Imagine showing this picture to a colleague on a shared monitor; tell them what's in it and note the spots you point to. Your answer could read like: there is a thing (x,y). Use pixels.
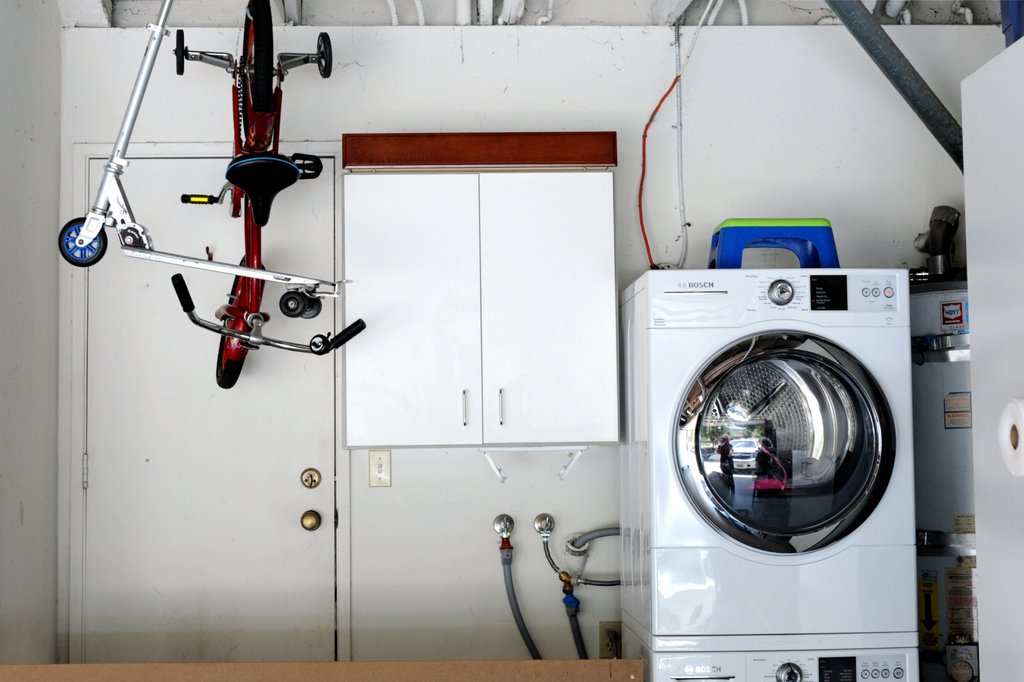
In the picture there is a washing machine (792,417), on the washing machine (700,287), there is a table (771,237), there is a cupboard (527,237), there are bicycles (226,382) hanging on the roof (242,9), there is a door (129,597).
